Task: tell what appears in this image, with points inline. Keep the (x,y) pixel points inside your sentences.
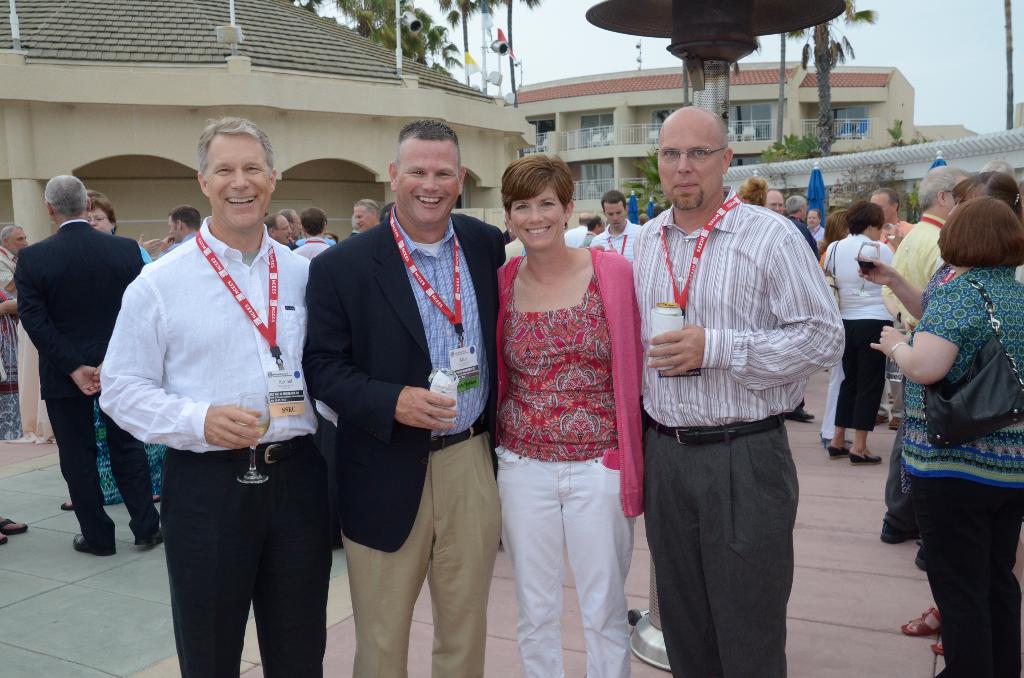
In this image there are many people (248,254) standing. In the foreground (376,287) there are four people (426,280) standing. They are smiling and holding glasses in their hands (220,430). Behind them there are buildings (621,80) and trees (829,120). At the top (931,33) there is the sky (523,53).
